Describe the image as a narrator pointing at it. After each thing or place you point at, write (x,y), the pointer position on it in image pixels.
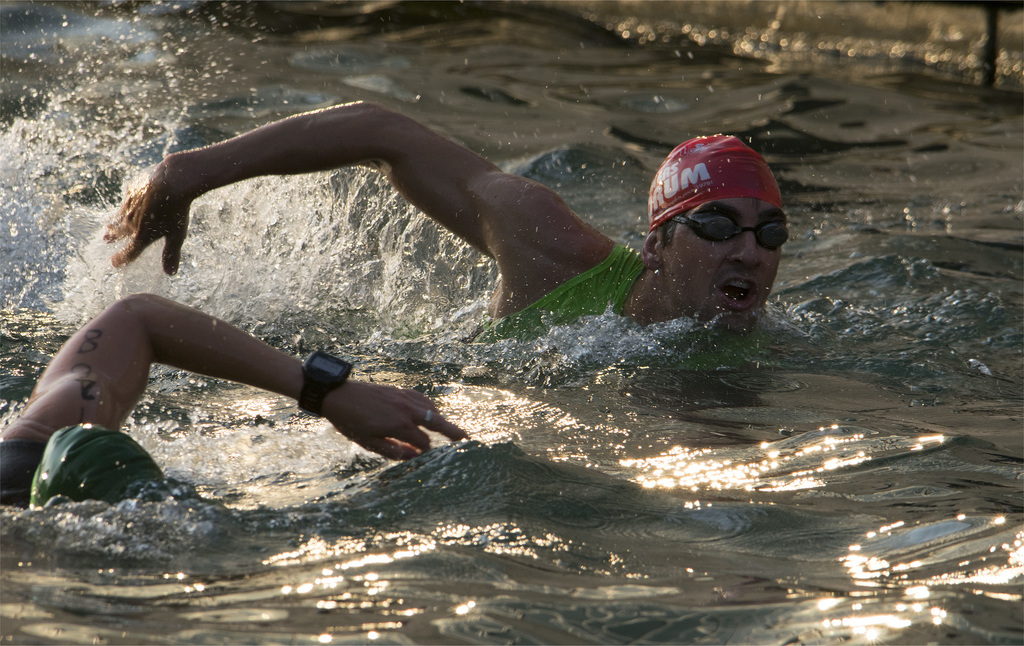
In this image we can see two people (545,271) swimming in the water (414,290).
